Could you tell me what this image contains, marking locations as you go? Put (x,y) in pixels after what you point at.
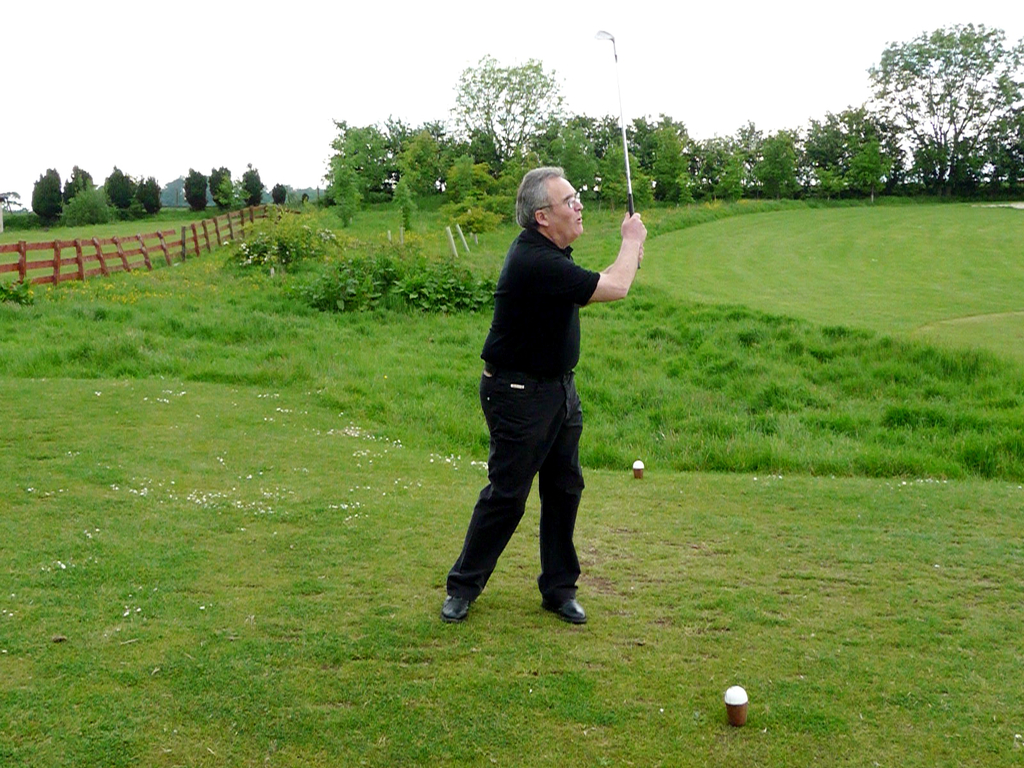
In this picture there is a man (564,211) who is wearing black dress (512,371), shoes (560,600), spectacle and he is holding a golf stick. In the background (978,184) I can see many trees (469,204), plants (997,188), grass (746,221) and fencing (129,271). At the top (405,49) I can see the sky (245,33).
